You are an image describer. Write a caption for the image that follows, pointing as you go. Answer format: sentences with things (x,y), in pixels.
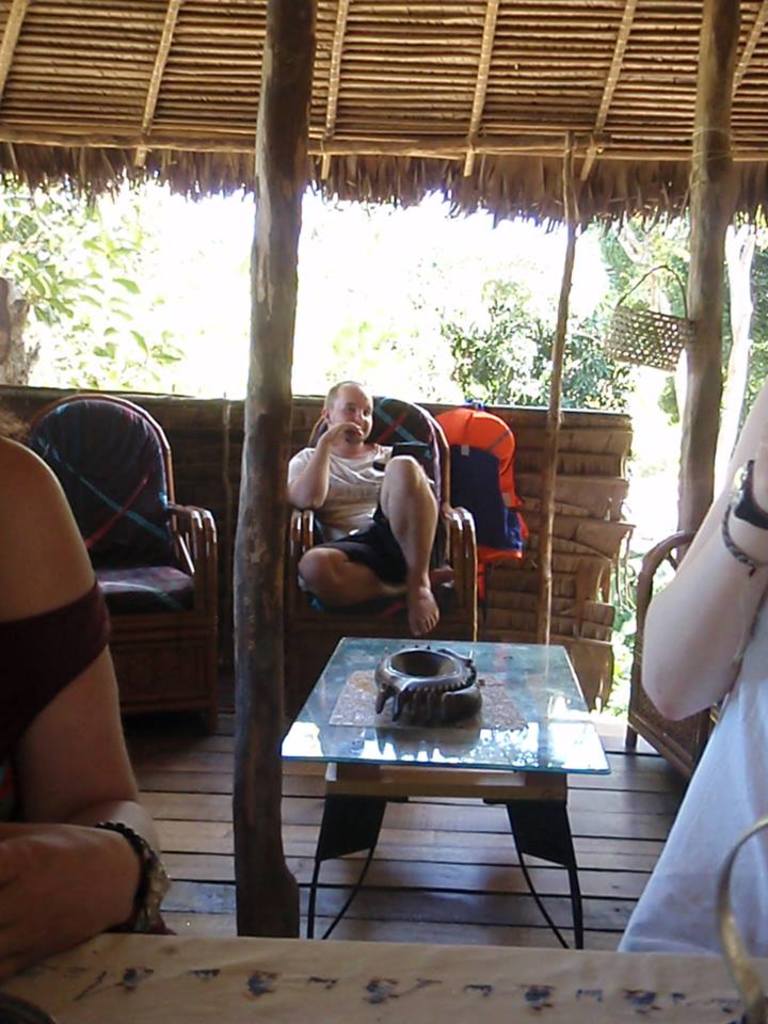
The person (370,455) is sitting in a chair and there is a table (374,641) and two persons (106,719) in front of him, In background (421,351) there are trees (76,284).
